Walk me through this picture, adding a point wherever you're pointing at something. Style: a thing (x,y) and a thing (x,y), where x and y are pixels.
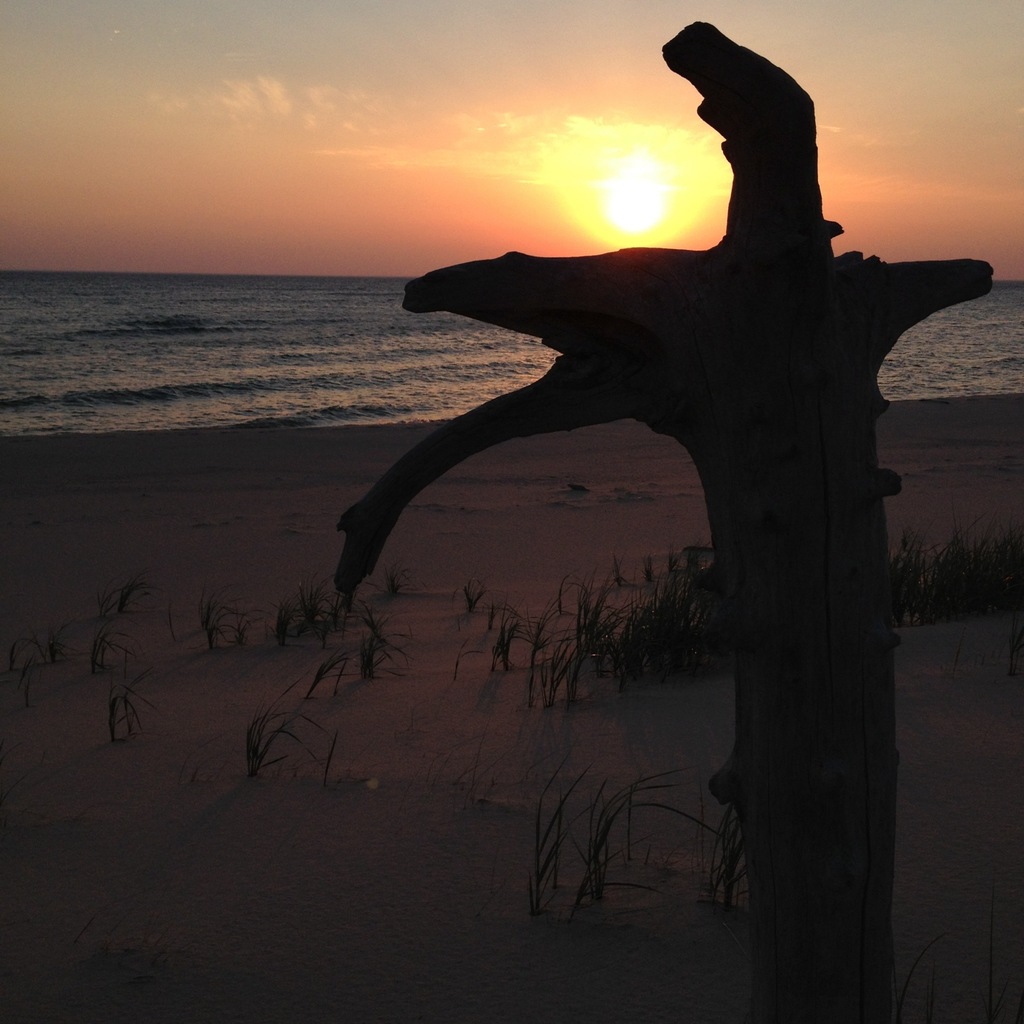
In this image I can see grass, water (291,345), clouds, the sky (280,76) and the sun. I can also see this image is little bit in dark.
